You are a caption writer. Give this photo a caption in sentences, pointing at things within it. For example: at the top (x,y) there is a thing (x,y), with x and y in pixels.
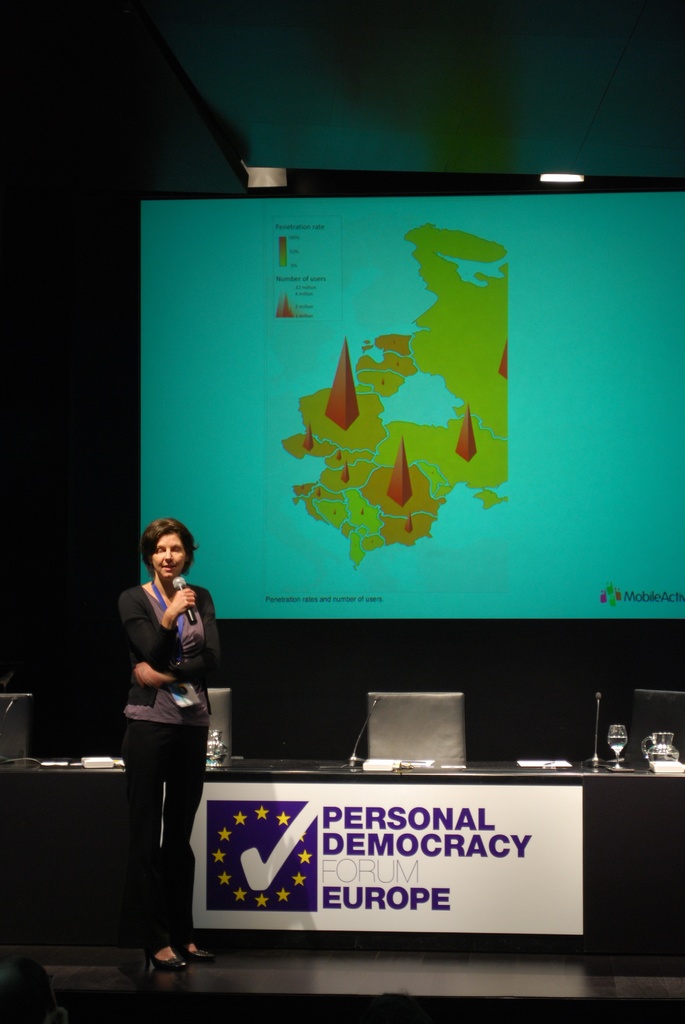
In this image, we can see a person (143,649) holding a microphone (178,594) is standing. We can see a table (642,801) with some objects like glasses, microphones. We can see some chairs (428,746) and the screen (288,220). We can also see the roof (380,171).
